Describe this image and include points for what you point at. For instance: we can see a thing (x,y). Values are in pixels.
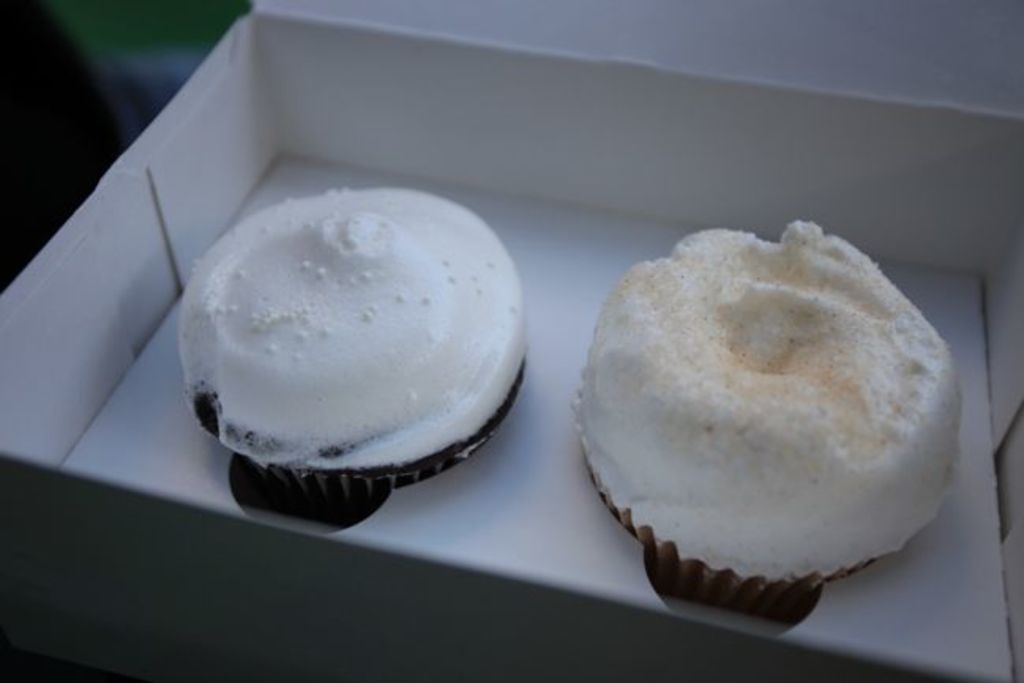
In the center of the image (590,414), we can see desserts (449,332) in the box (541,298).
